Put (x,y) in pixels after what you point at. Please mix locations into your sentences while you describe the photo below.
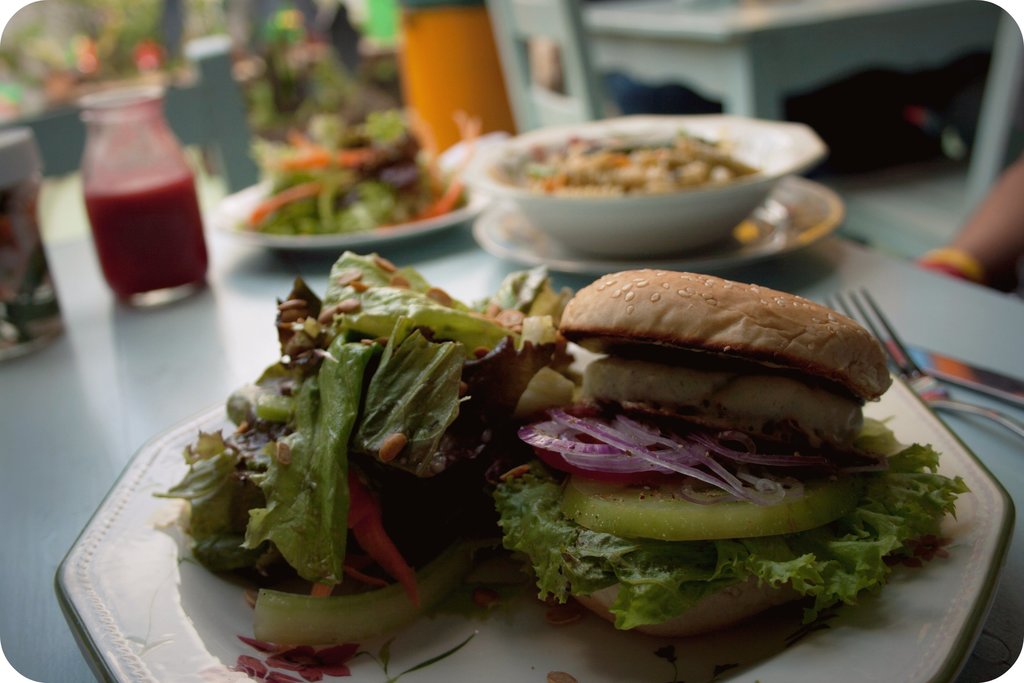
On the table (269,311) we can see food items (726,368), plates (730,244), fork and bowls (660,204). We can also see jars (156,208). Background (805,42) is blurry and we can see a table (857,59) and on the right side (996,234) we can see a person's hand (1015,169).
